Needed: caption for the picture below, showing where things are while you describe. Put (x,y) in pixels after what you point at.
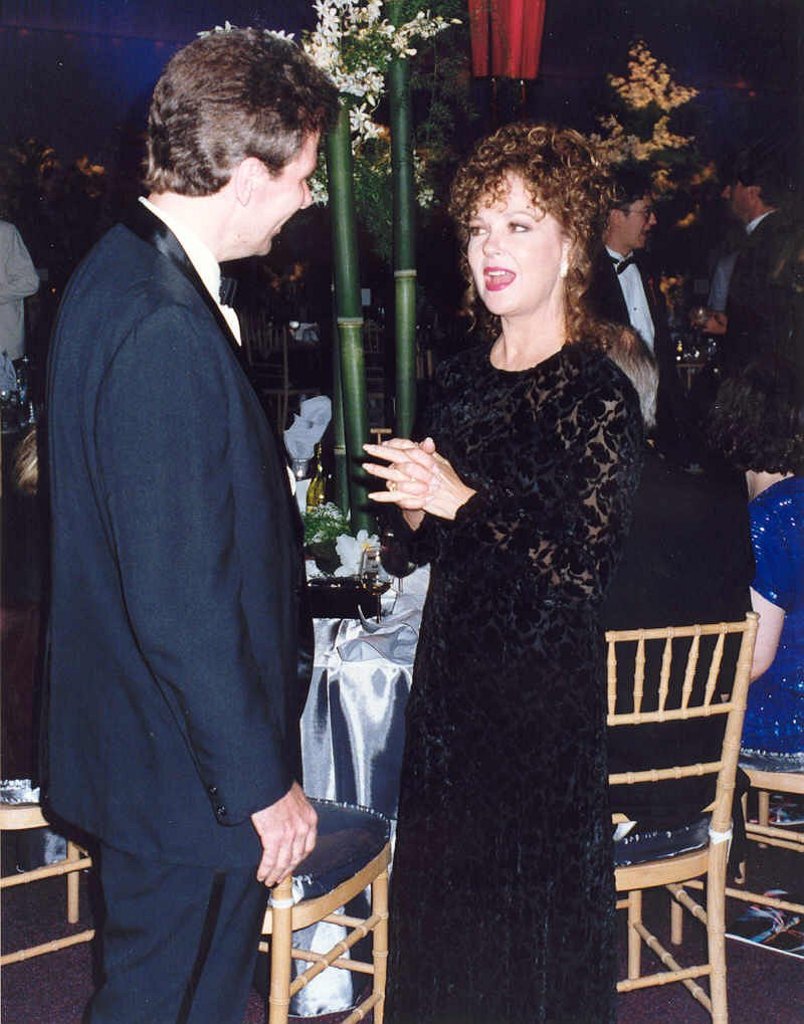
inside there are so many people (662,419) are present and the chair (763,788) and table (392,669) are also present the two persons (271,523) are standing near the table (359,680) they talking each other.
